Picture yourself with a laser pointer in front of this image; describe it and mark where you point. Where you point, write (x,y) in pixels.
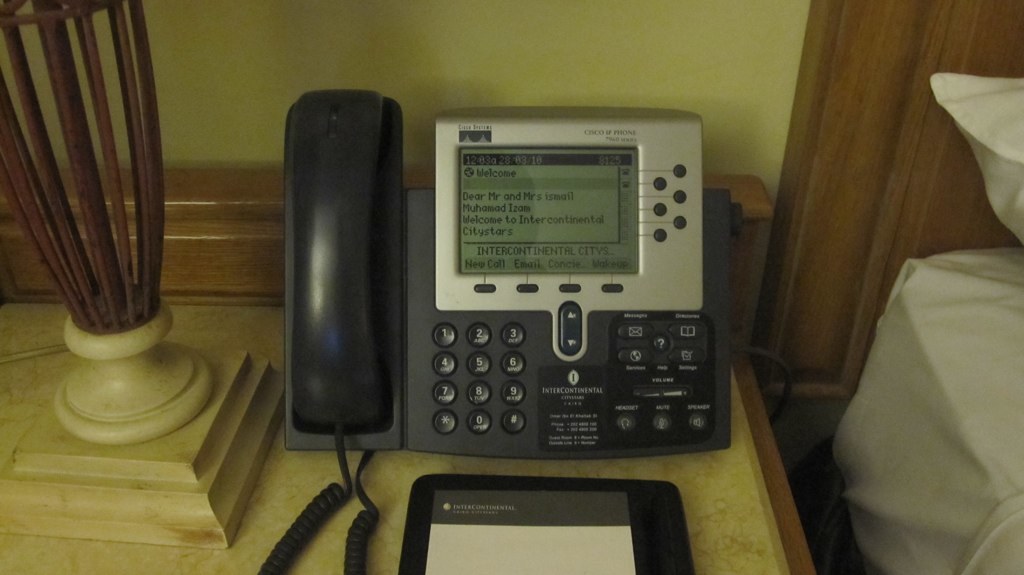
In this image we can see a telephone (427,288) with numbers (478,401) and text (660,409) placed on the table (693,506). In the foreground (483,542) we can see a file (425,483). To the left side (239,397), we can see a sculpture (125,301). To the right side (937,85), we can see a pillow (964,90) and in the background (871,149), we can see a cupboard (845,108) and the wall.
